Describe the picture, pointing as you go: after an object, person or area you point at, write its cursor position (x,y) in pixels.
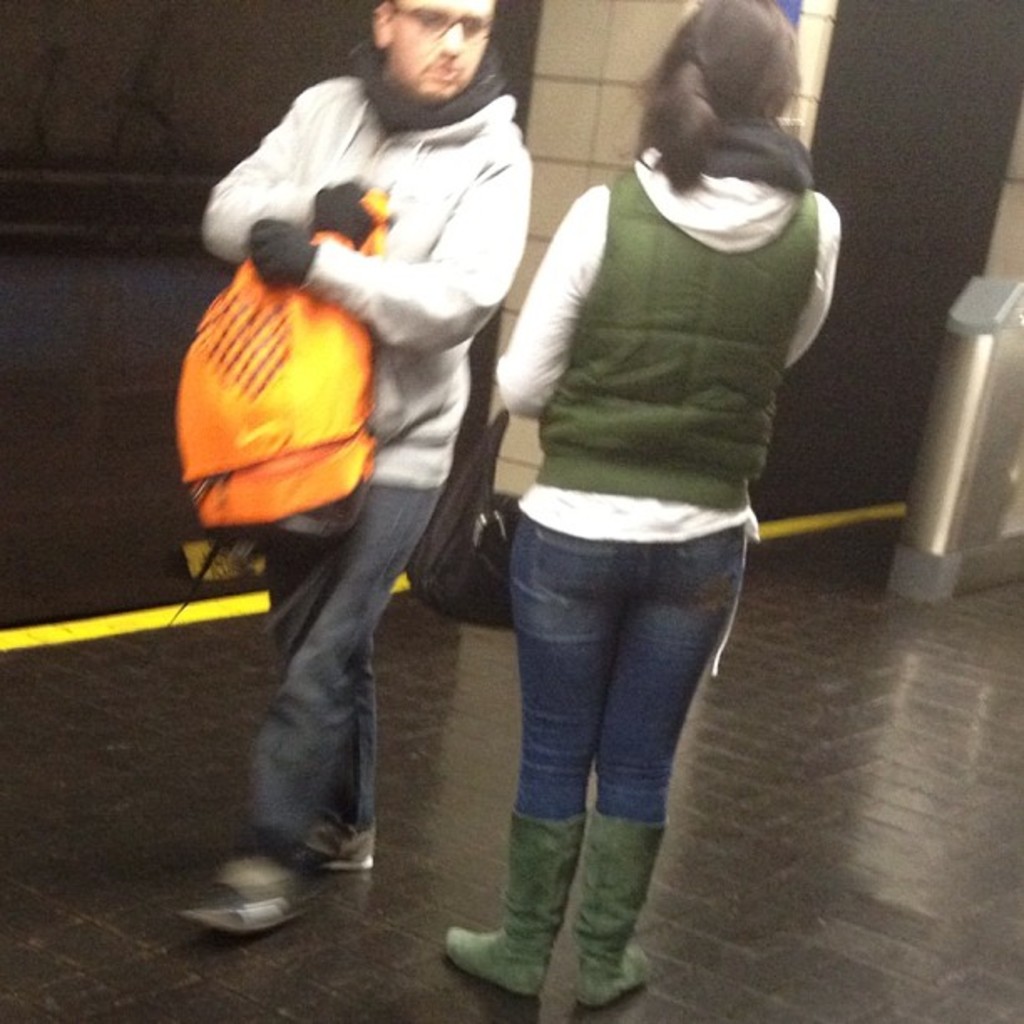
In this image there are two persons (524,550) in middle of this image (625,399), there is one women (604,513) at right side (687,440) to this image is holding a handbag (474,588) which is in black color. there is one other person (368,309) at left side of this image (289,378) is holding an orange color backpack (288,431) and there is a wall (511,455) in the background (52,292).
